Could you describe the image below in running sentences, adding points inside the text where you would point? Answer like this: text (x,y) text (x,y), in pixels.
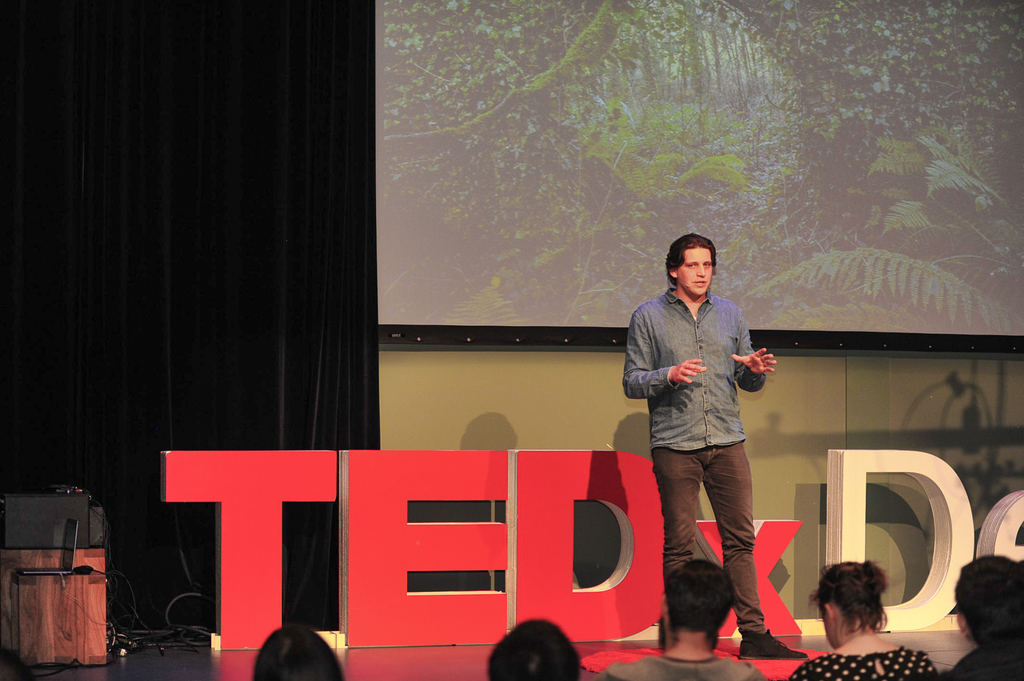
In this picture we can see a group of people (712,661) and a person (698,473) is standing on the stage (244,655). On the left side of the man (675,428) there are boards (459,529), cables (173,631), laptop (71,567) and some objects (60,518). Behind the man (683,418) there is the projector screen (601,140), wall (530,396) and curtains (215,209).
